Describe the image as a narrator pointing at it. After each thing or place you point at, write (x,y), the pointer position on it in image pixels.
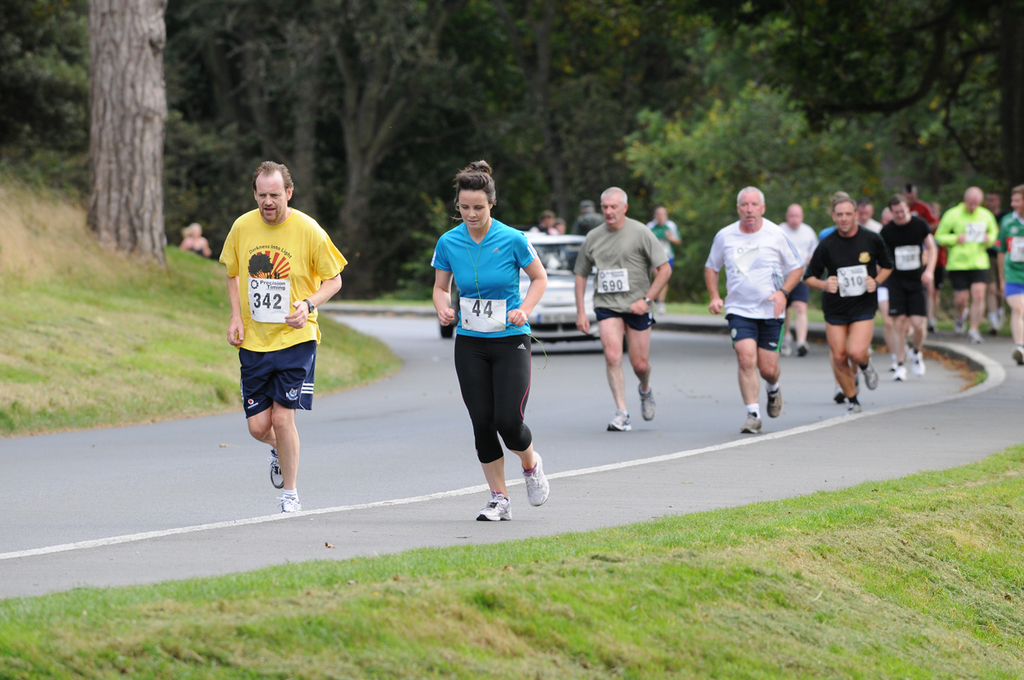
As we can see in the image there are group of people (529,362), grass (650,533), vehicle (543,325) and trees (539,84).
